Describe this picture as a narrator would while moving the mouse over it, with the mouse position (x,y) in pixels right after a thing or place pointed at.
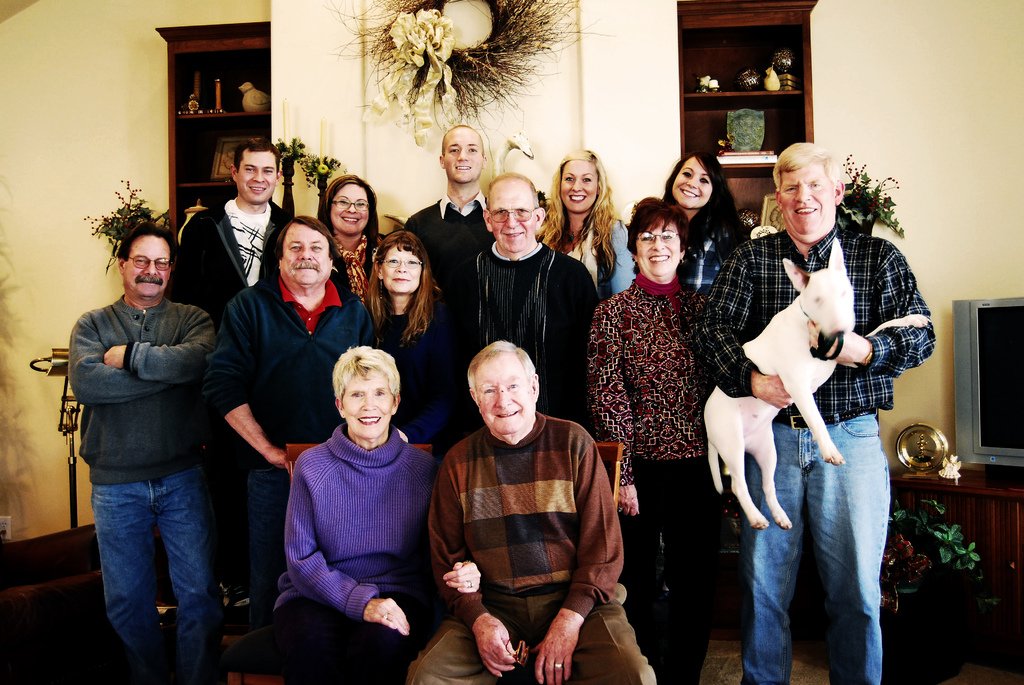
In this image there are two people (554,540) sitting on the chairs (610,464). There are people (638,430) standing on the floor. Right side (830,375) there is a person (858,331) holding a dog (801,352). There is a table (948,494) having a television (1007,432) and a shield (933,466). Right bottom there are plants (955,550). Behind the people (279,224) there are flower vases (324,192). There is an object (456,64) attached to the wall (572,35). There are wooden furniture (797,107) having objects (215,97) in it. Background (1018,49) there is a wall (489,106).
